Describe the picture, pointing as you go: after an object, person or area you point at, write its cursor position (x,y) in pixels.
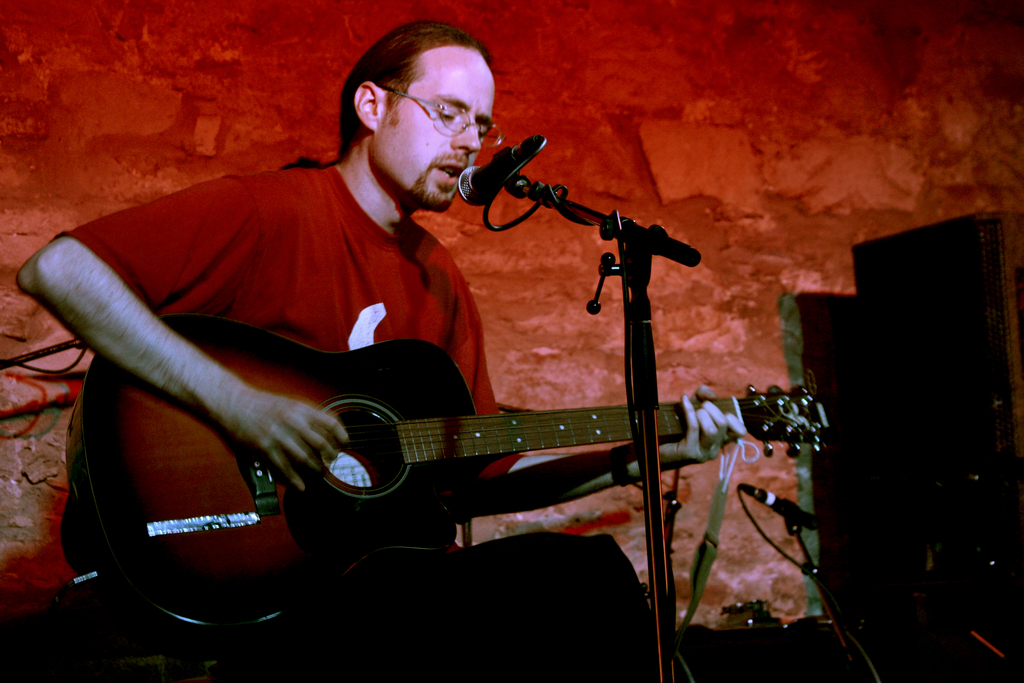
As we can see in the image there is a man (390,109) holding guitar (361,400) and singing on mic (478,176).
